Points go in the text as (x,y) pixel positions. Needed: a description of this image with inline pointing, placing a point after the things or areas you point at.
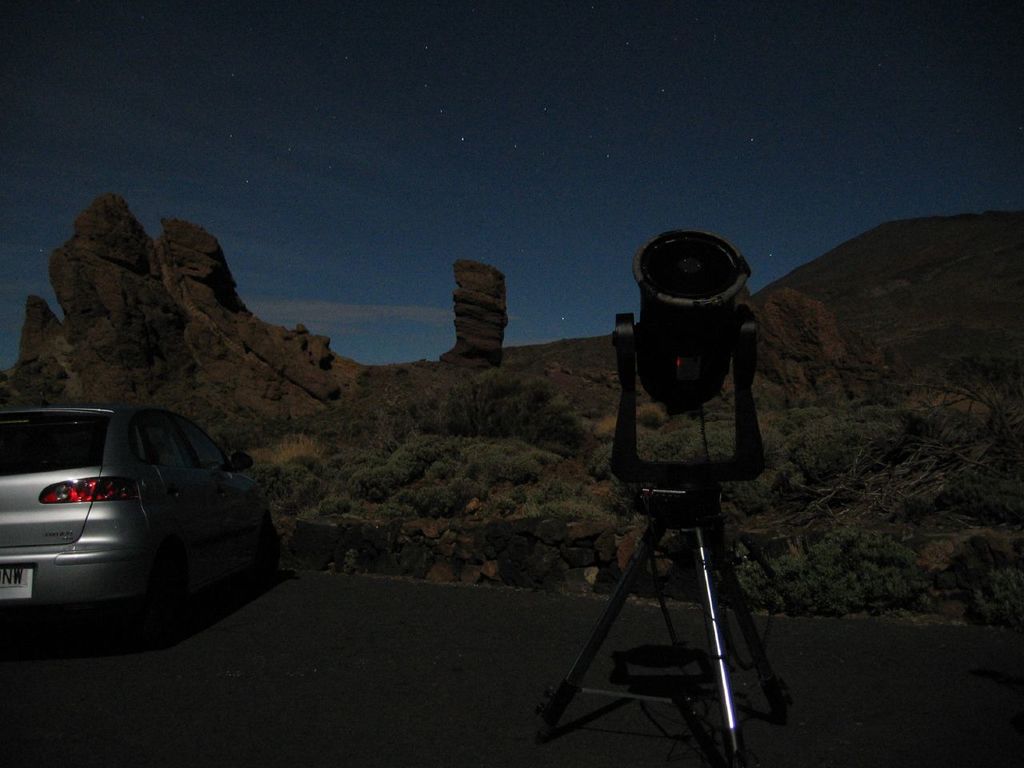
In this image I can see a stand (732,575) which is made up of metal (724,625) and a telescope (677,359) on it, a car (114,580) which is silver in color on the road (262,682), few plants (369,507) and a mountain (959,296). In the background (233,140) I can see the sky (371,153) and few stars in the sky (532,162).
